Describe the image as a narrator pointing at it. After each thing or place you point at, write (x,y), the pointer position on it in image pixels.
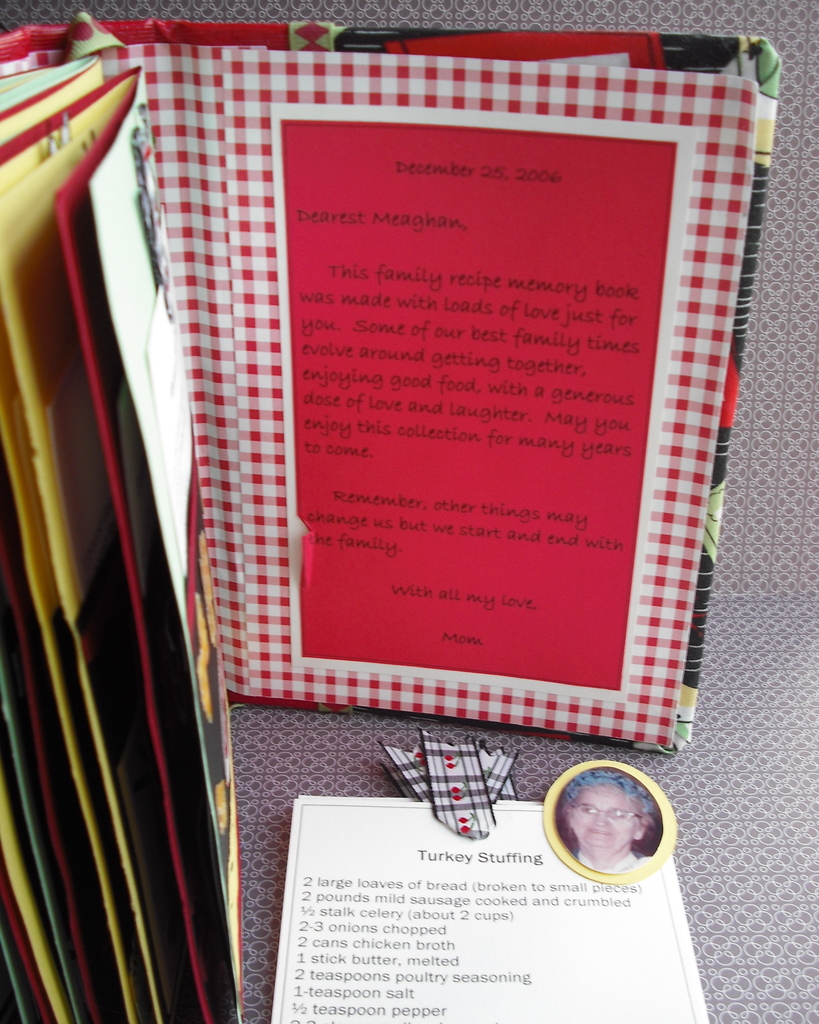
In this image, we can see a book (242,341). There is a paper (517,901) at the bottom of the image (498,945) contains a picture (612,845) and some text (606,899).
